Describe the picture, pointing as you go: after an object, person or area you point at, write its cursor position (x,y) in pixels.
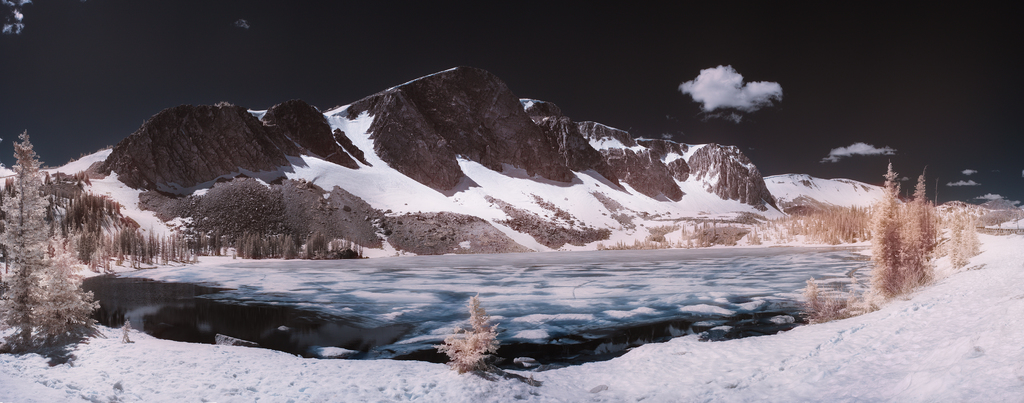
In this image we can see some trees (477,322) which are covered with the snow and there is a lake (259,307) and we can see snow (915,344) on the ground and we can see the mountains (434,157) in the background (540,156) and at the top (103,66) we can see the sky (838,150).
